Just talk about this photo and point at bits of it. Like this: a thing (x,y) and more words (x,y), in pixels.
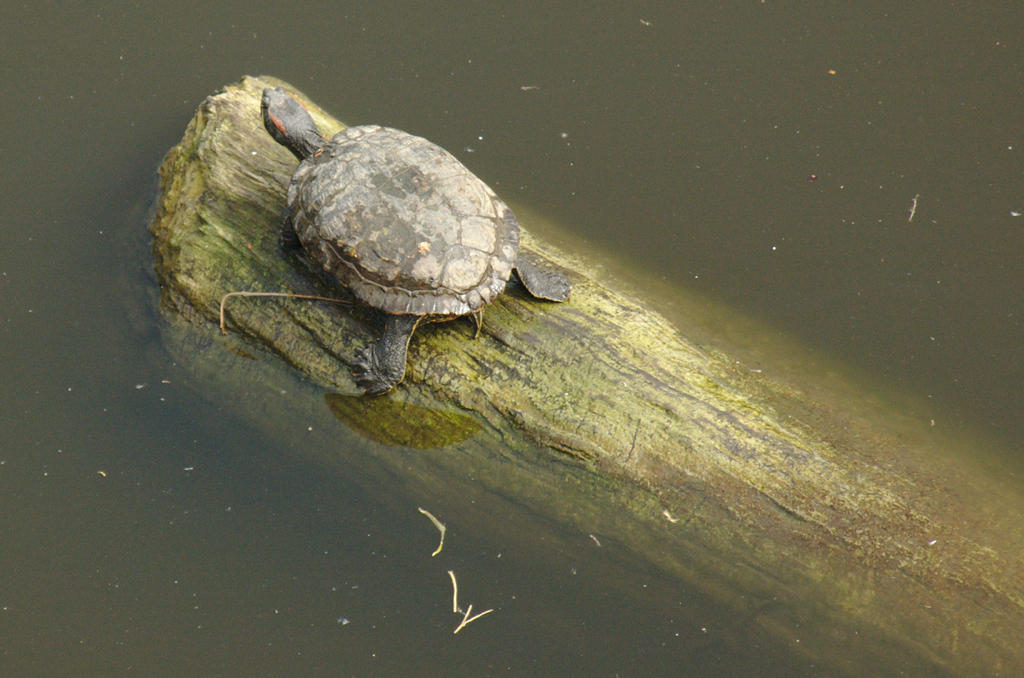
This is a zoomed in picture. On the left (319,137) there is a tortoise (384,242) seems to be standing on a wooden object (584,404) which is in the water body (278,472).
